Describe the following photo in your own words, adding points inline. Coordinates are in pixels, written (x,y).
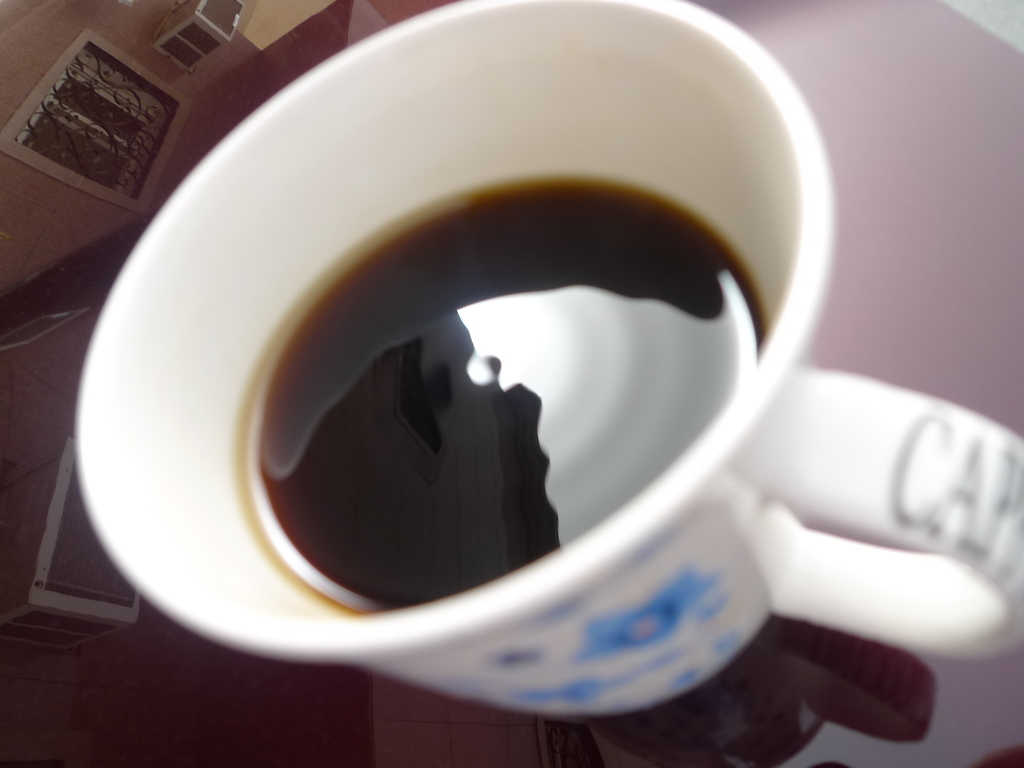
In this there is a table (957,171) on that table (970,198) there is a coffee cup (778,514).
